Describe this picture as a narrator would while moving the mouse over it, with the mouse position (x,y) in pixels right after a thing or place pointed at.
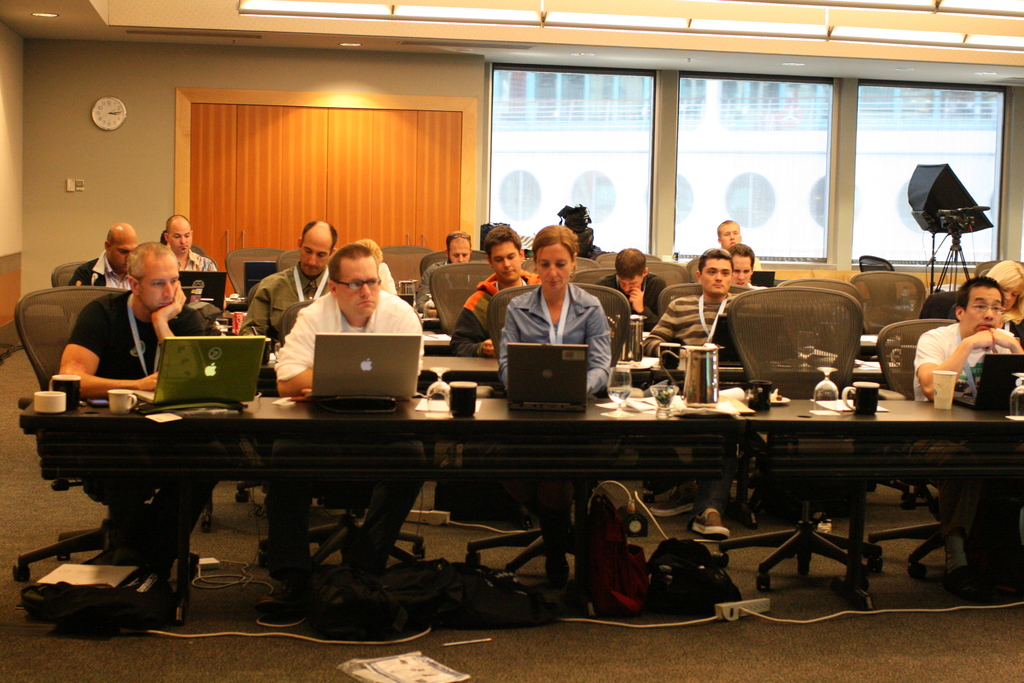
On the background of the picture (499,139) we can see a door (403,185), window (524,176), wall (153,170), clock (98,111). Here we can see few persons (133,348) sitting on the chairs (442,297) in front of a table (320,417) and on the table (912,415) we can see cup (851,404), glasses (828,376), jar (718,378), laptops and under the table (857,431) we can see bags (407,580). This is a socket (736,614). This is a floor (327,649).
